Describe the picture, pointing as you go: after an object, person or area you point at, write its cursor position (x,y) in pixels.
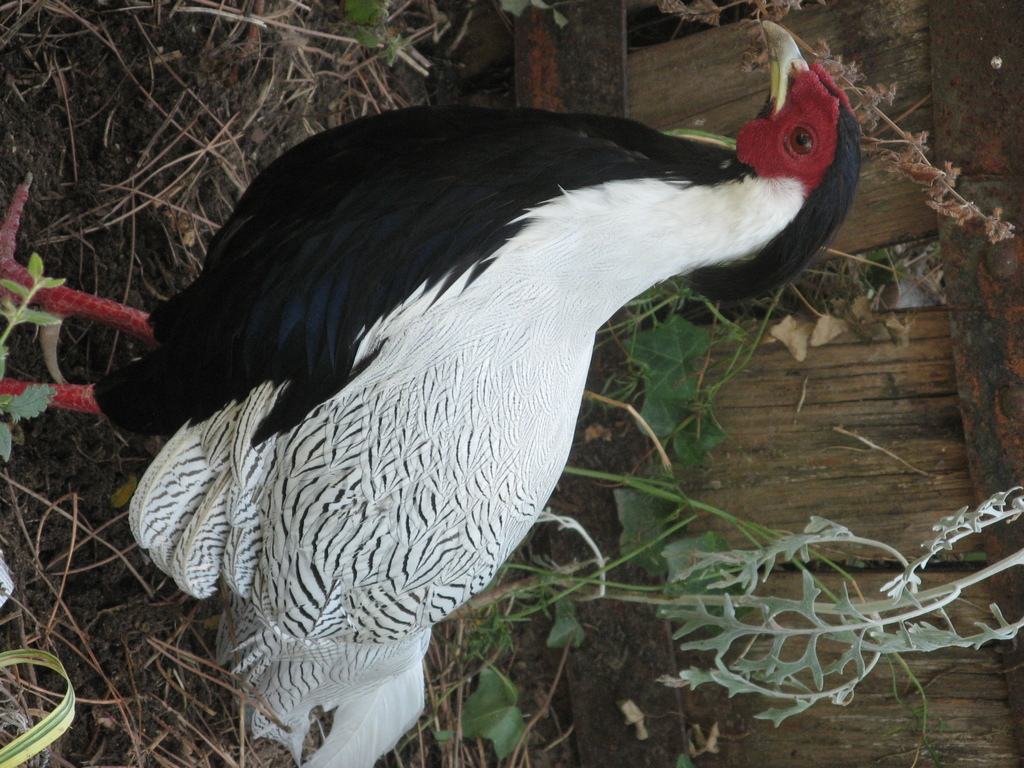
This image is in right direction. Here I can see a hen (351,422). In the background (768,550) there are plants (644,352) and dry grass (188,103) on the ground (66,104). On the right side (893,405) there is a wooden plank (869,436).
